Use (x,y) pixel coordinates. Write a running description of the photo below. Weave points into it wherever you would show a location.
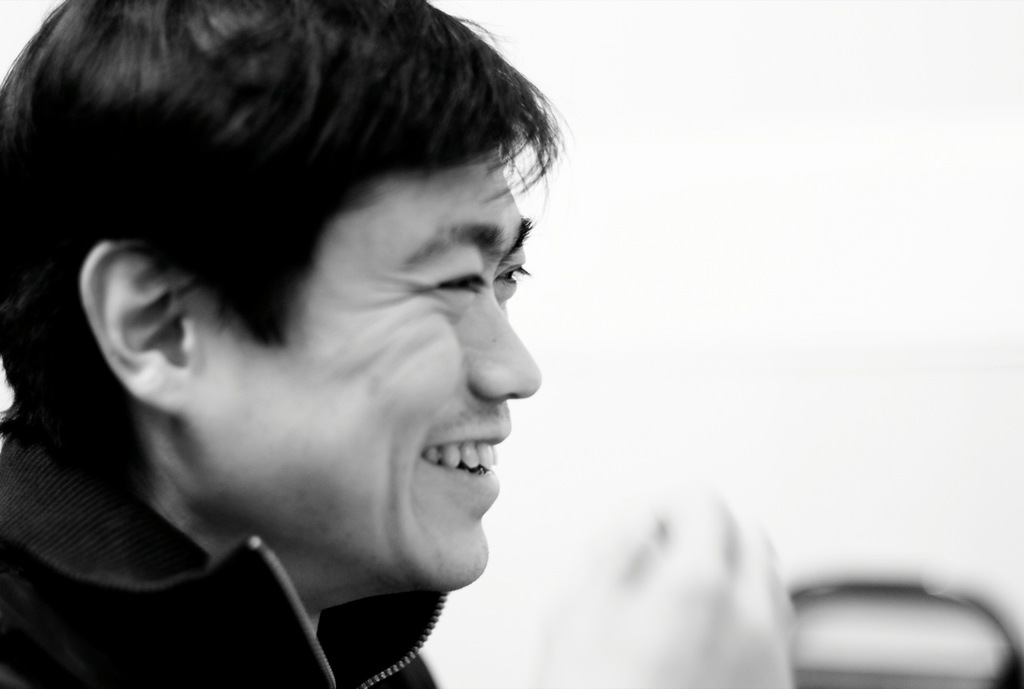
This is a black and white image in this image there is a man (277,317).
